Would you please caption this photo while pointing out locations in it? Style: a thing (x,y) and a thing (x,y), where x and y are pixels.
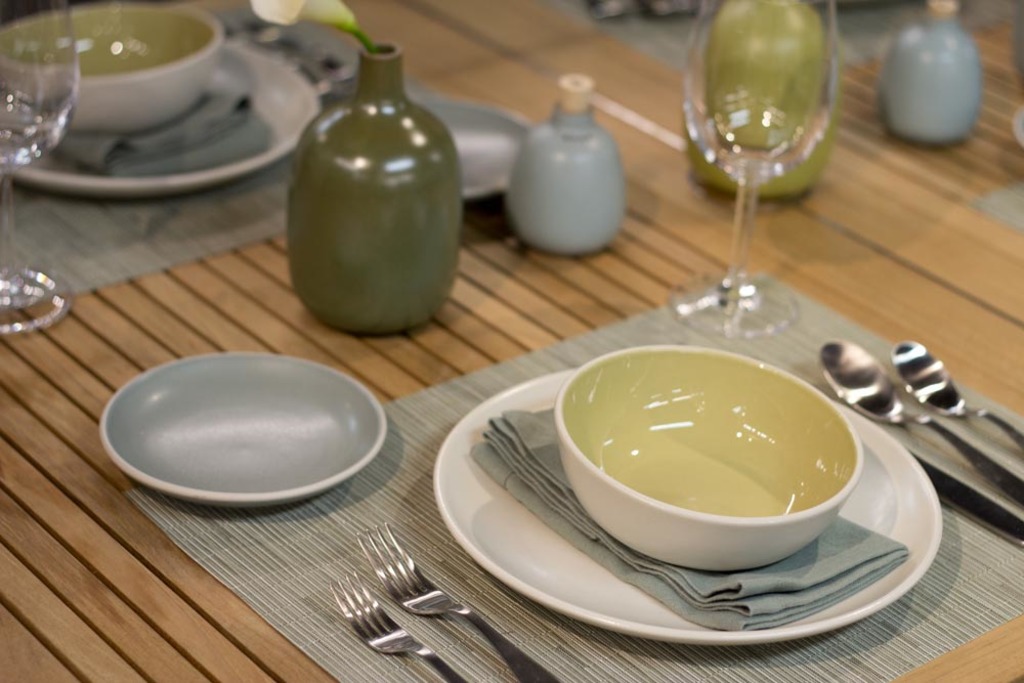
On this table (196,601) we can able to see a mat (265,546), bowls (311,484), cloth (531,487), plate (472,529), flower (303,13) with vase (374,186), spoons (867,371) and glasses (62,125).
